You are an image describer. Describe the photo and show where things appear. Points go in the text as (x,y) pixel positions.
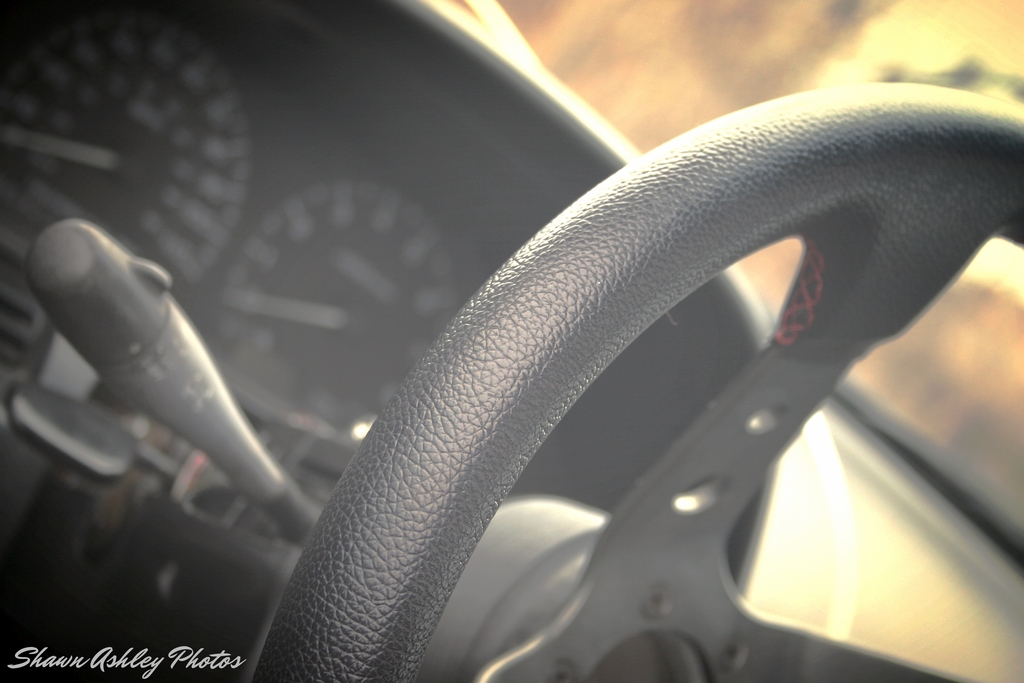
In this image I can see a car steering (571,391). It is in black color.
